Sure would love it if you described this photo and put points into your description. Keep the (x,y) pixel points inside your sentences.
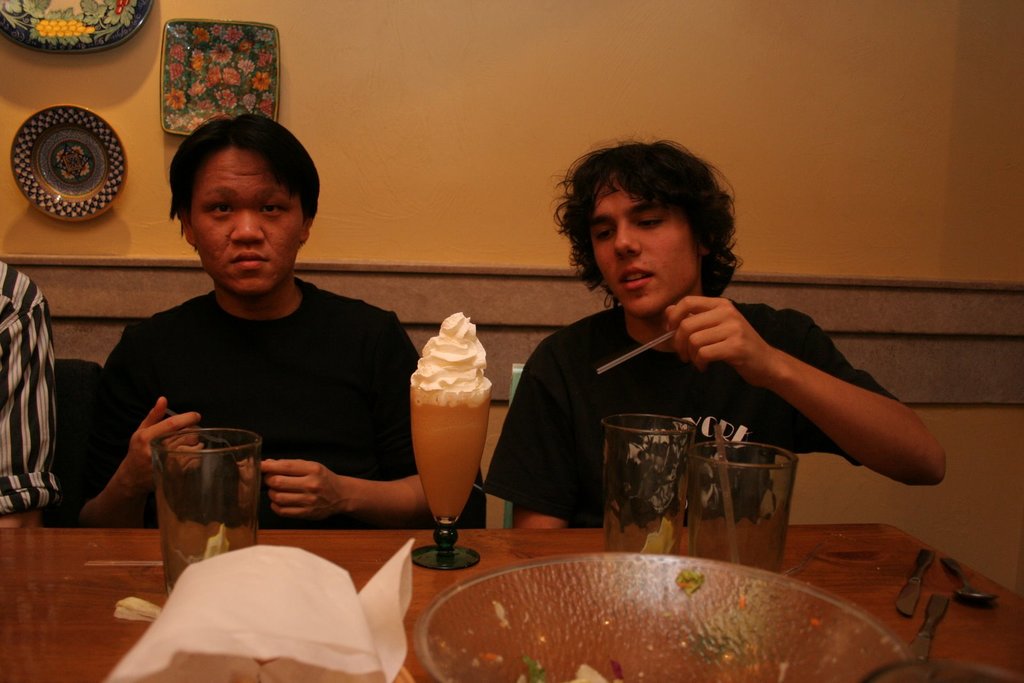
There is a man (694,185) sitting on a chair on the right side (683,176) and he is holding a straw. There is a person (374,496) on the left side (140,461) and he is looking at something. This is a wooden table (60,614) where a glass (169,534), an ice cream (473,475), a spoon (970,591) and a bowl (692,616) are kept on it.
